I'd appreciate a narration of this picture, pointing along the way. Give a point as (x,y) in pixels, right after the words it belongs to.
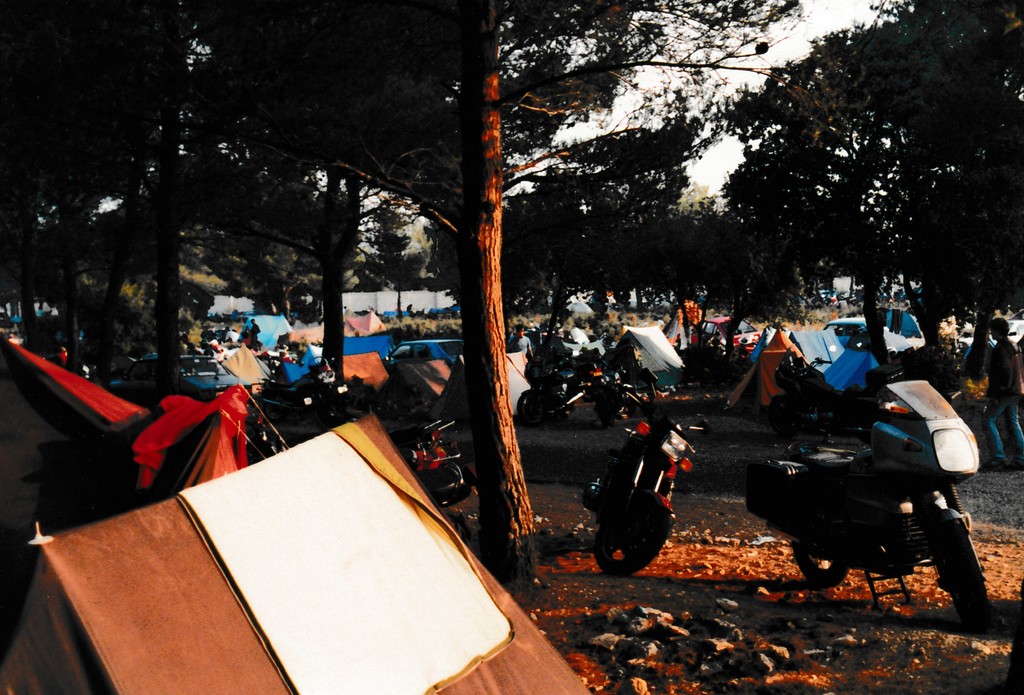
In this picture we can see a few vehicles (601,401), stones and tents (158,569) on the path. There are a few people (1017,369) visible on the path (601,666). We can see some trees (1021,230) in the background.
